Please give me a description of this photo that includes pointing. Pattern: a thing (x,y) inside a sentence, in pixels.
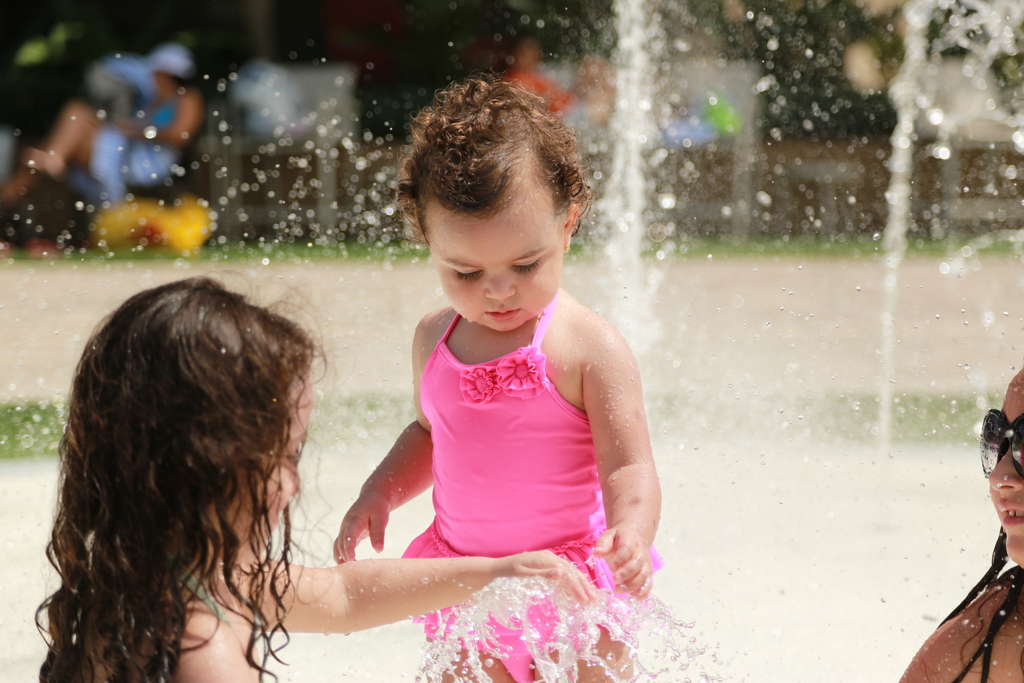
There are three children (512,470) playing in water (566,607). Child (968,648) on the right side (987,620) is wearing a goggles (993,457). In the background (251,98) it is blurred and there is water droplets (730,172).
